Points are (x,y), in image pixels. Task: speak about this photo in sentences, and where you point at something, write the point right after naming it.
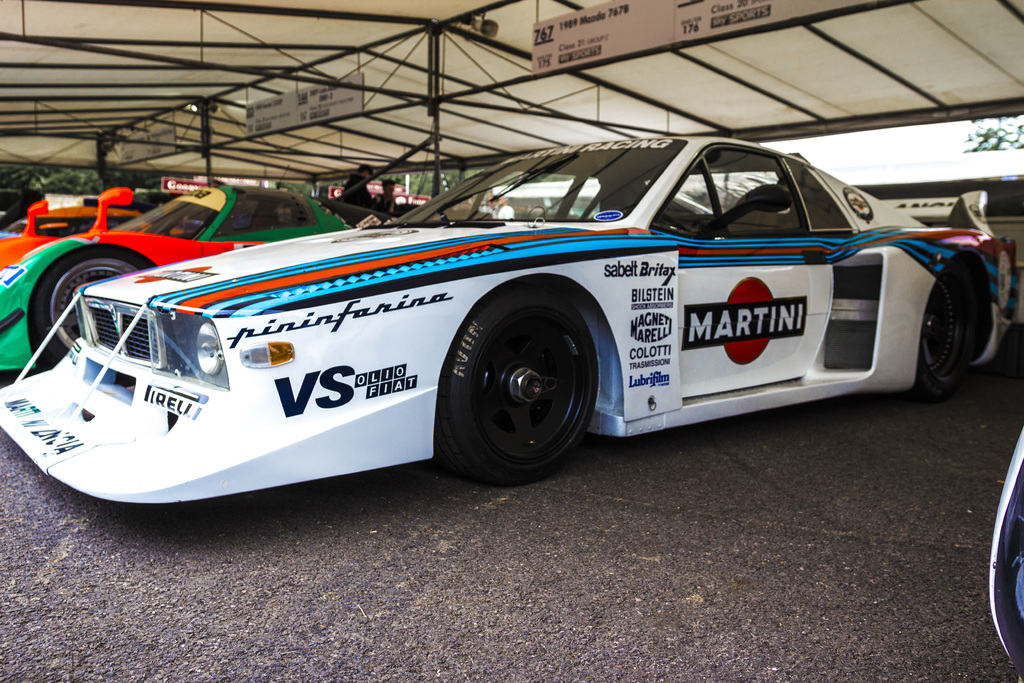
In this image we can see the people (510,207) standing and there is the tent (242,58) and there are boards (270,106) attached to the rod (327,124). And there are vehicles (674,335) on the road (676,593) and the sky (883,150).
